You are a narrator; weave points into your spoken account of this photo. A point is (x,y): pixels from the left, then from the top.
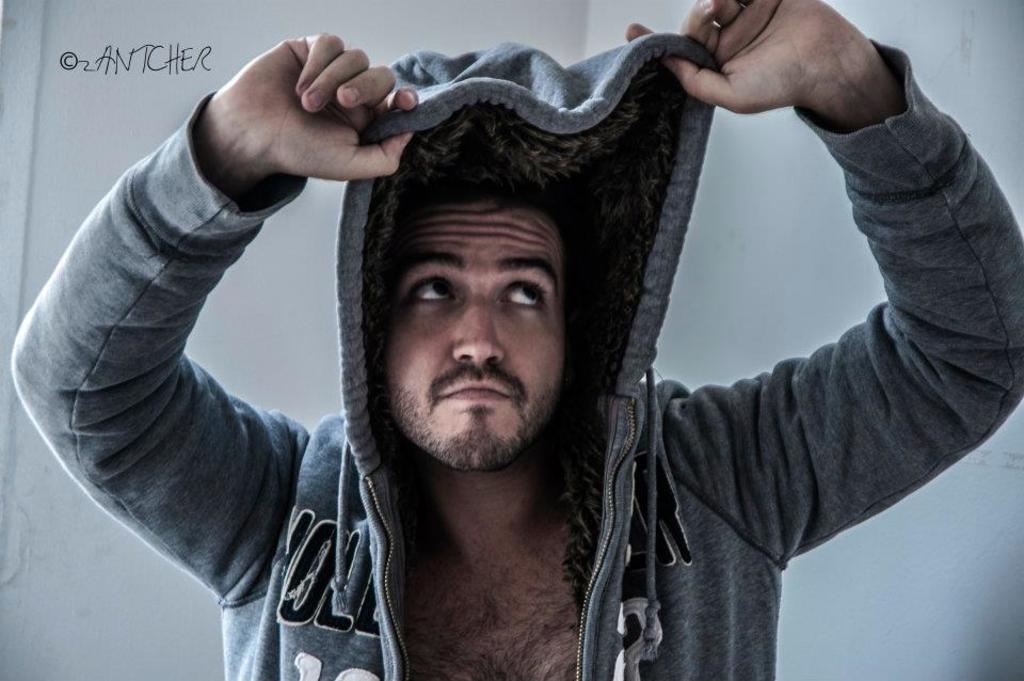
In this image there is a person (487,214) wearing a hoodie (369,282).
